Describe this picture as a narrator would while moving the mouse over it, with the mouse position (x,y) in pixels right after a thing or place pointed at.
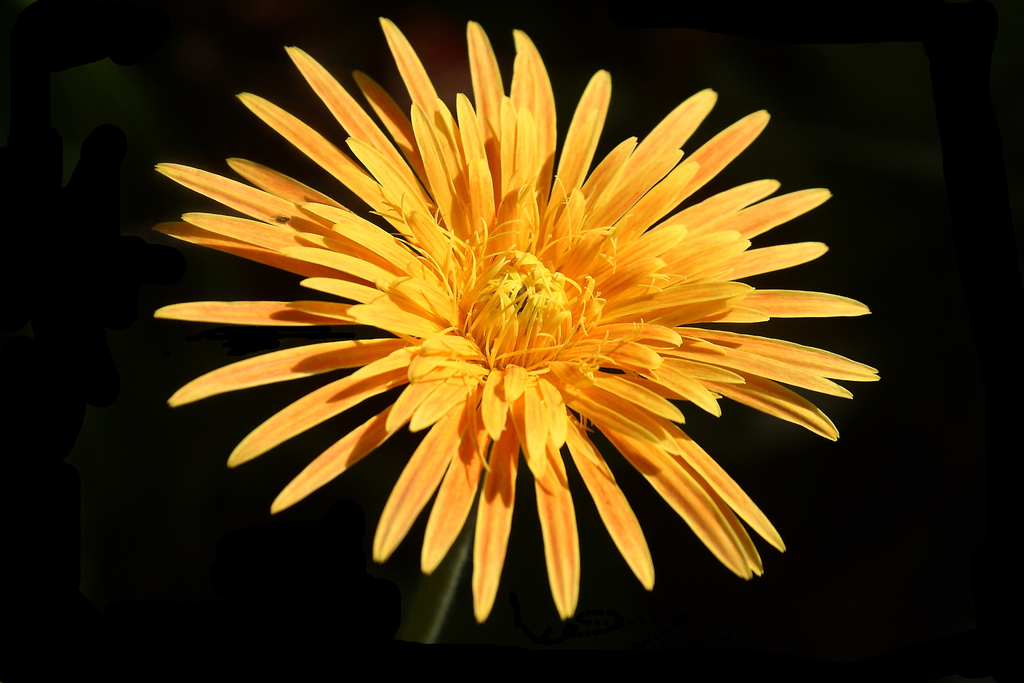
In the image there is a yellow flower (616,395) and the background of the flower (492,452) is dark.
